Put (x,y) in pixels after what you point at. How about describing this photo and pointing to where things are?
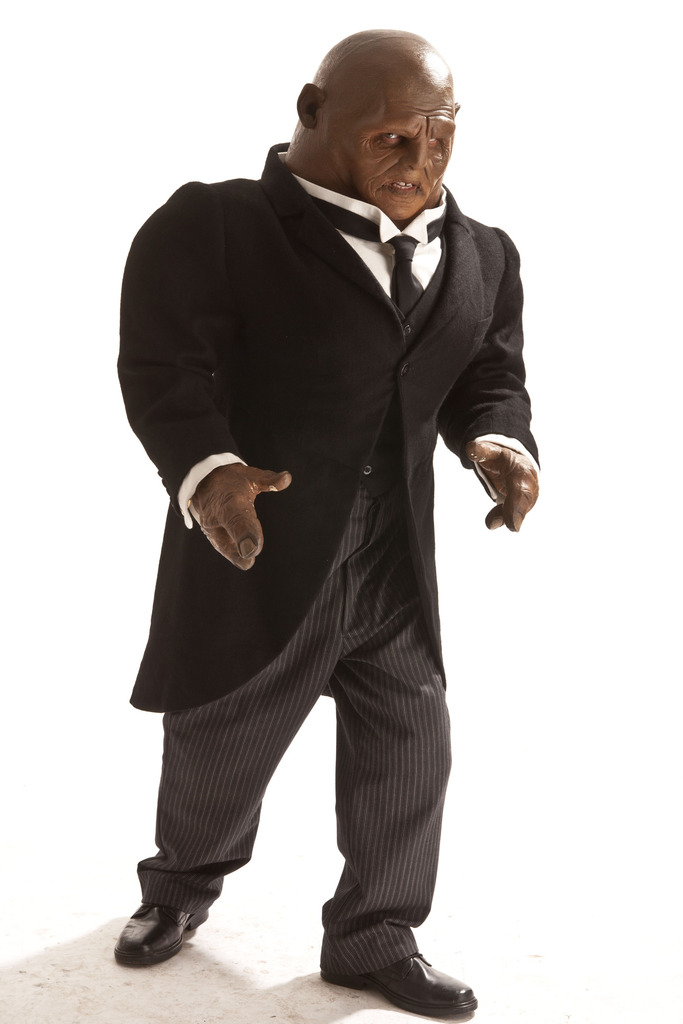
In this image we can see a statue (327,350) of a person (341,429) and the background (562,43) is white.
